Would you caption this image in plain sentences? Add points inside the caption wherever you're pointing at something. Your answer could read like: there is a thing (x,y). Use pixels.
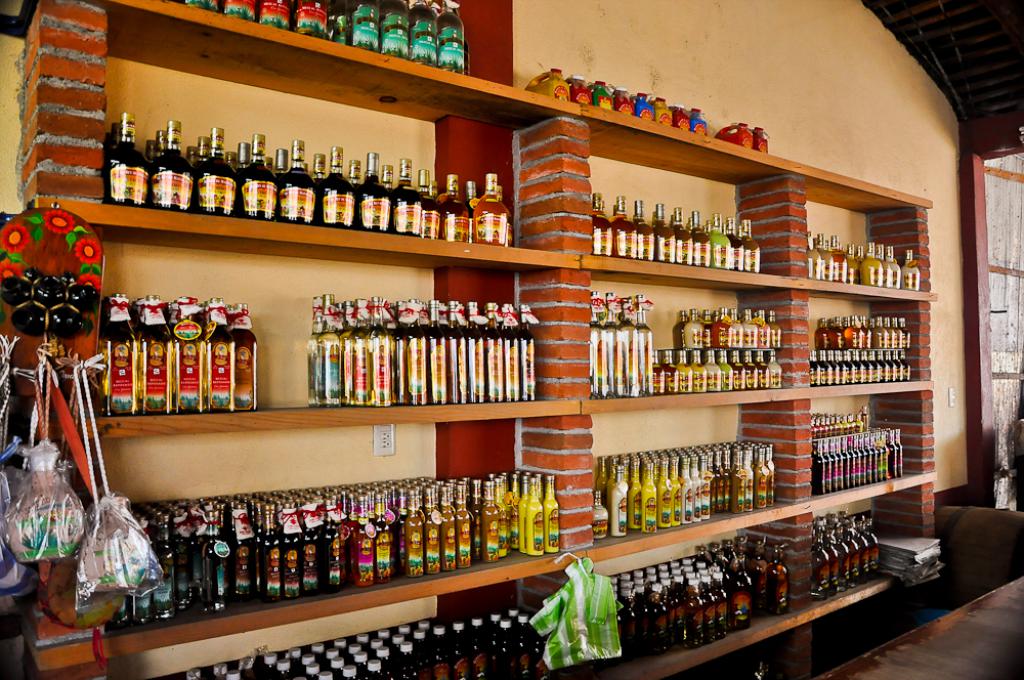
In this image in the center (481,252) there are shelves (97,191), and in the shelves (805,536) there are some bottles (641,351). And at the bottom (600,596) there are some clothes (552,600), and on the left side of the image (50,404) there are some objects (68,494), ropes (51,373) and a wooden board (61,242). And in the background (756,67) there is wall (163,101), and on the right side of the image (973,205) there is a wooden pole (976,253) and some objects (1005,540). At the bottom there is a wooden table (970,632).
